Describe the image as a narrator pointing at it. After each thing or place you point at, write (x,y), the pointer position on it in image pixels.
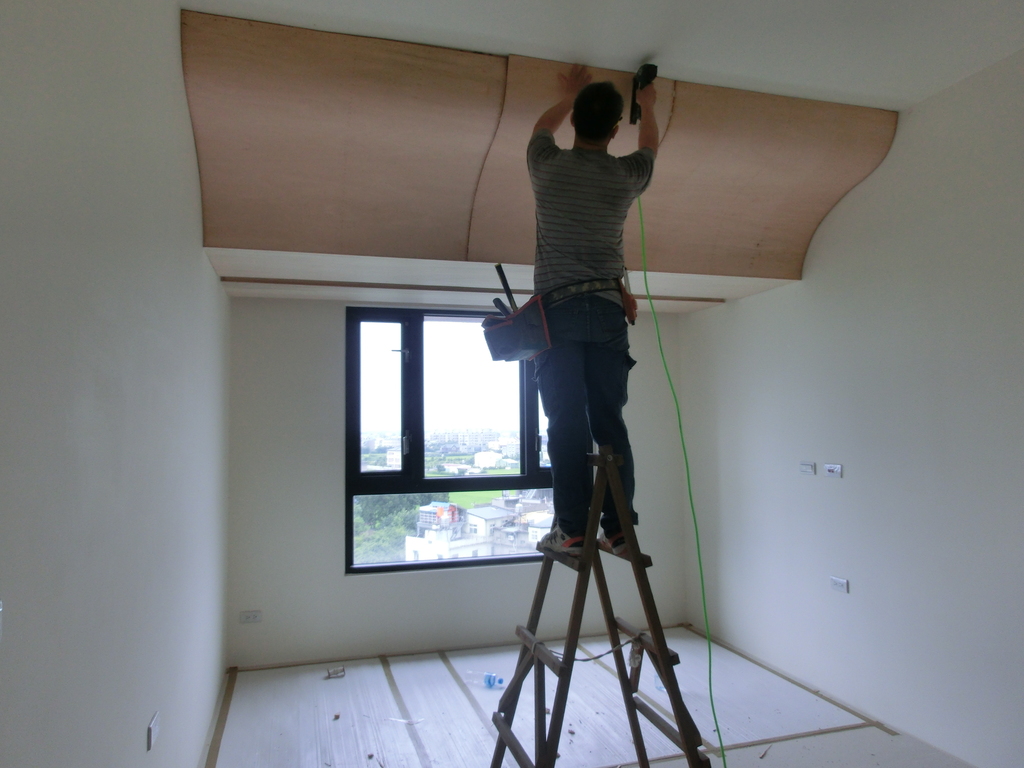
In this image I can see a ladder (625,550) and on it I can see a man (582,411) is standing. I can see he is holding a machine (645,68) and here I can see he is carrying few tools (504,306). I can also see green wire (661,345) and in the background (457,528) I can see window (466,437), a bottle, trees (410,525) and number of buildings (489,550).
